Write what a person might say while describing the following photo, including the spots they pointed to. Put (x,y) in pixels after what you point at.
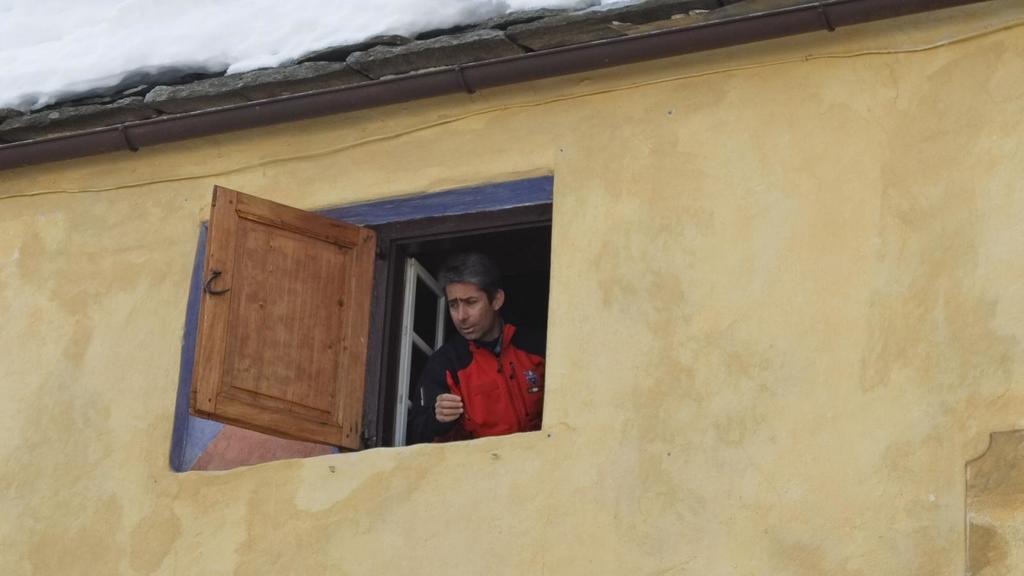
This is the picture of a building (111,461). In this image there is a person (412,416) standing inside the building (597,437) behind the window (407,306). At the top (384,65) there are roof tiles (384,65) and there is a wire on the wall (444,142).
